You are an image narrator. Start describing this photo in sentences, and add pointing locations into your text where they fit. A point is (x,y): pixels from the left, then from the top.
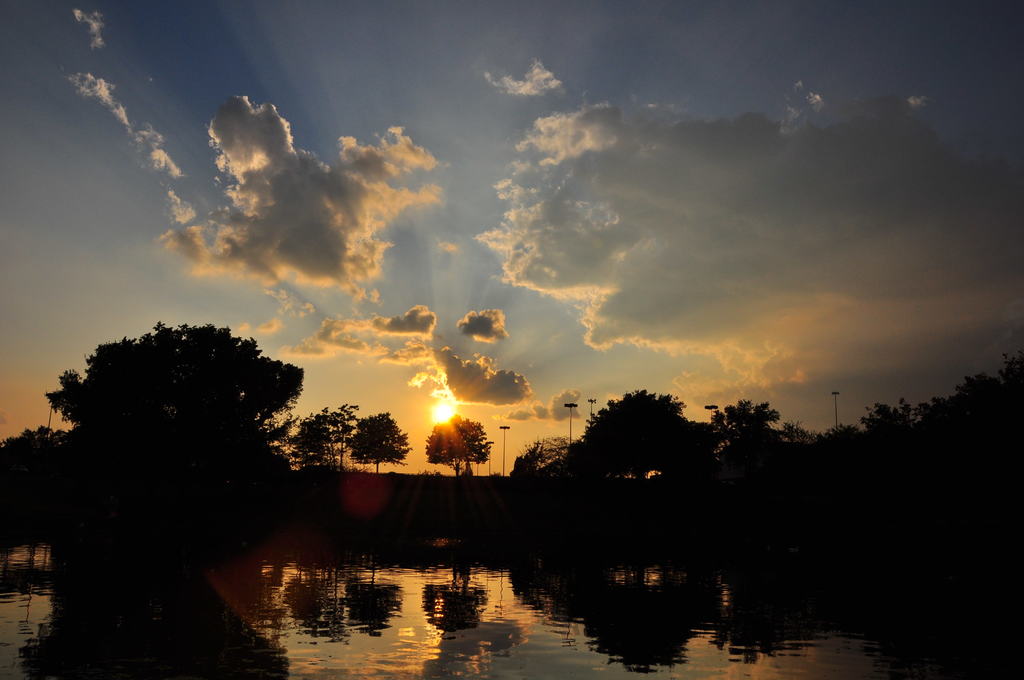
In this picture we can see water (678,583), here we can see trees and poles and in the background (608,173) we can see sky (379,267) with clouds (343,205).
